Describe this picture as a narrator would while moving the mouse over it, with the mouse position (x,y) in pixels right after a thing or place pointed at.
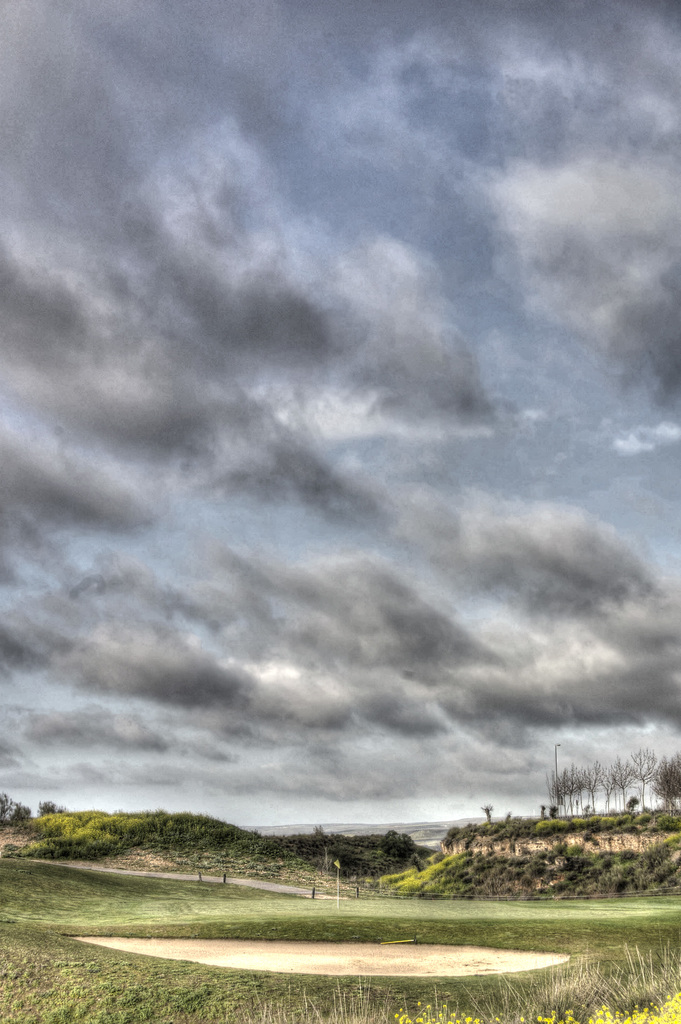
In this image we can see land (577,843) with grass (204,868) and dry tree (609,812). The sky (517,596) is full of clouds (313,263).
